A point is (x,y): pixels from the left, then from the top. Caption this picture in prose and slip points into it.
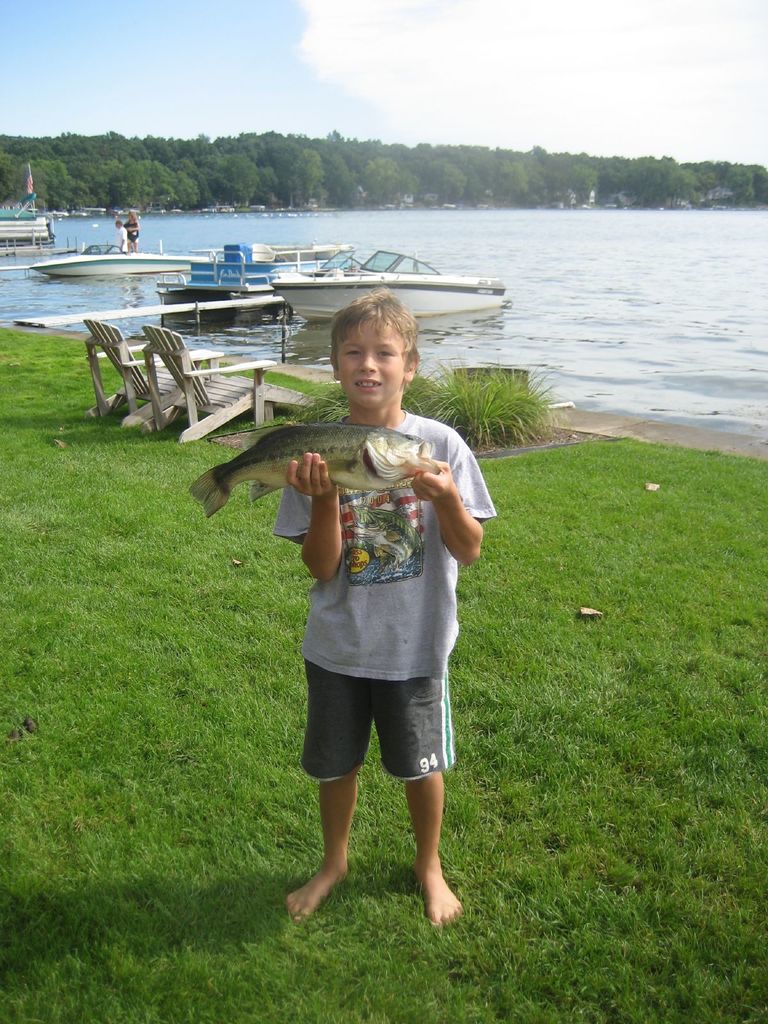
in the picture there was a boy (307,480) catching the fish (380,482), there was also a boats (353,281) in the water (182,233), we can see benches (151,389) on the grass (144,610), we can also see the trees (92,194) and clear sky (349,74).
